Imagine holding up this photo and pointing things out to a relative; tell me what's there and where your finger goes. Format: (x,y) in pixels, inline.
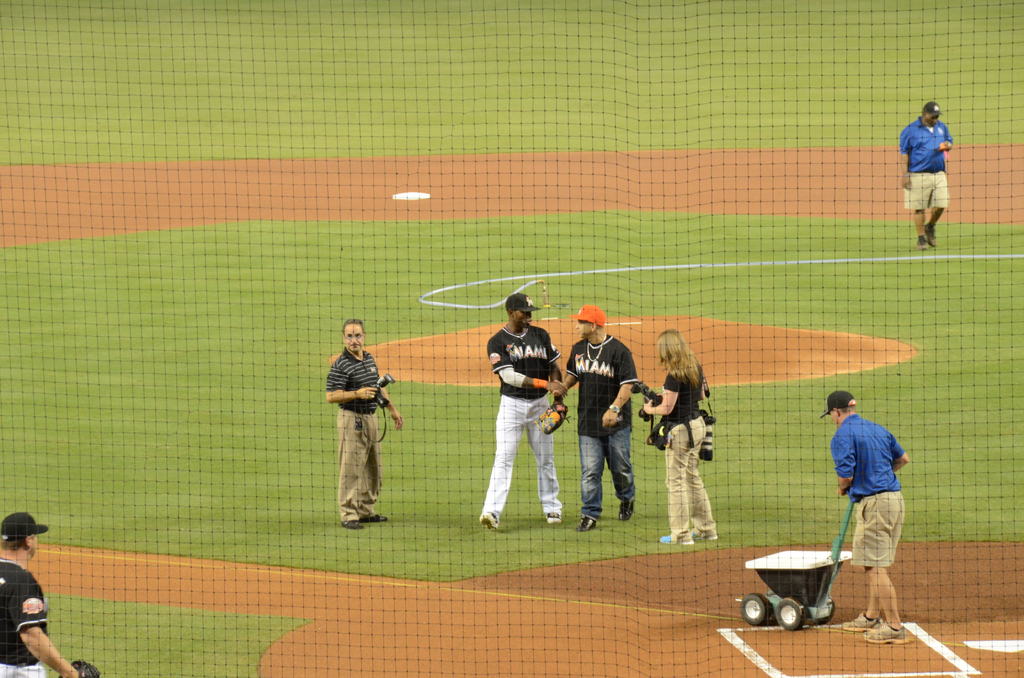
This image is clicked from behind the net (246,521). Behind the net (223,460) there are people (531,401) walking on the ground (741,225). There is grass (423,258) on the ground (353,274). In the bottom right (868,524) there is a man (868,510) holding a trolley (798,562) in his hand (843,490).
